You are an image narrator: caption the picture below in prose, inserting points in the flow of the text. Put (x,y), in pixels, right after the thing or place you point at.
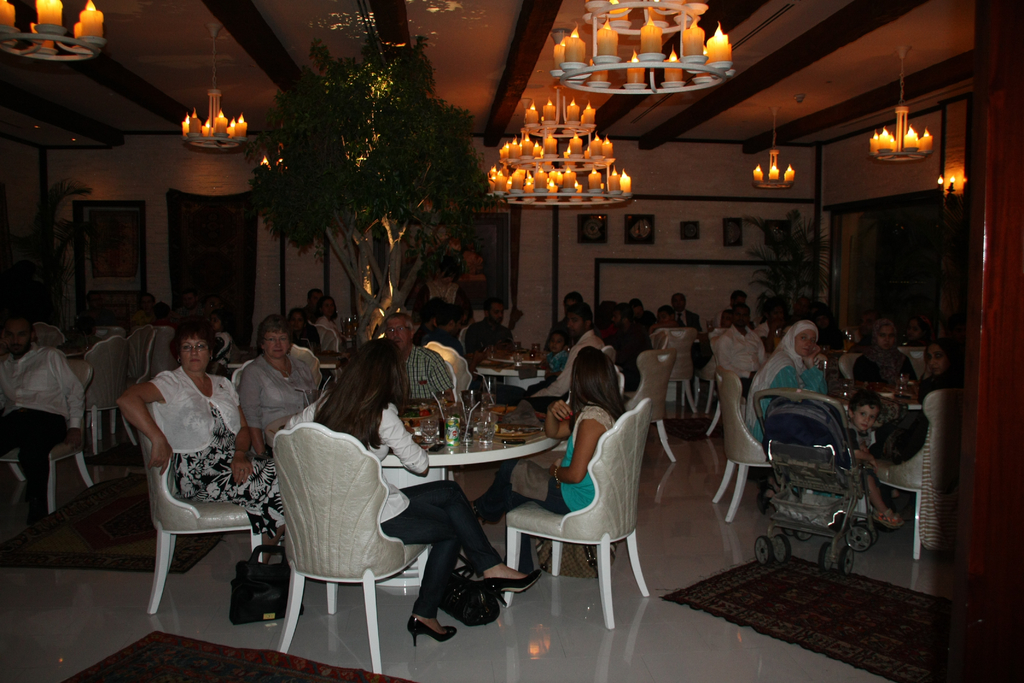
This is a hall (122,424). There are many tables (458,427) around it there are chairs (729,399), people (497,471) are sitting on it. On the middle (389,243) there is a tree (391,208). On the top (542,160) there are chandeliers (49,34). On the right (787,431) there is a stroller (791,502). There are carpets (143,524) on the floor (472,634). In the background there are paintings (479,237).
